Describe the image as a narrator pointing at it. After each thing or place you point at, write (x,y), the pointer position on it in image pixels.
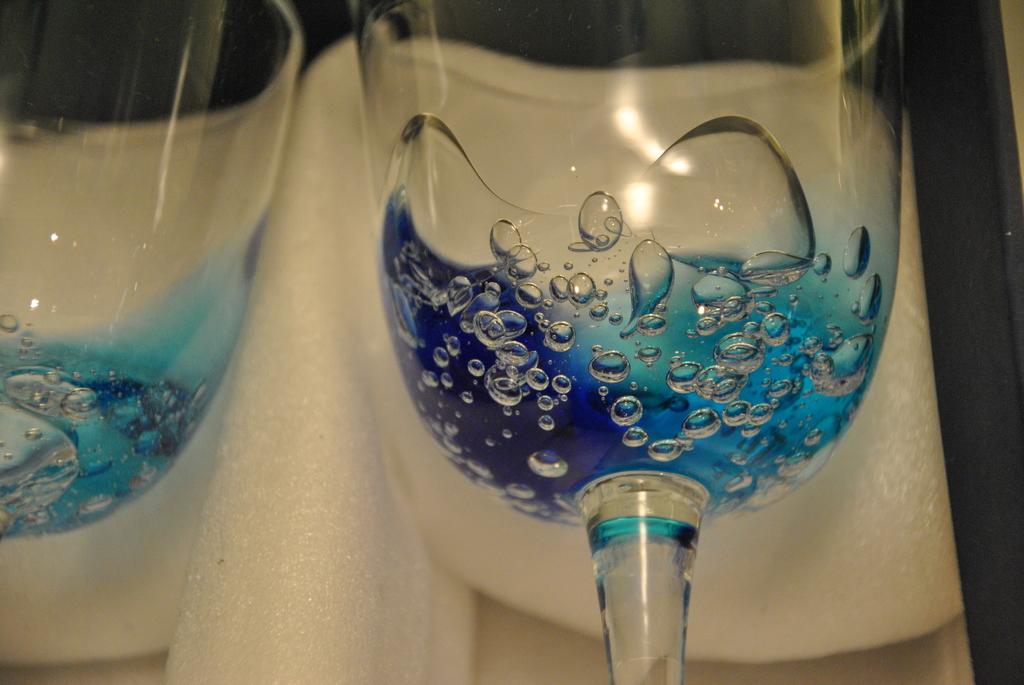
In this picture we can see water drops (59,449), glasses (610,345) on a white object (299,110).
